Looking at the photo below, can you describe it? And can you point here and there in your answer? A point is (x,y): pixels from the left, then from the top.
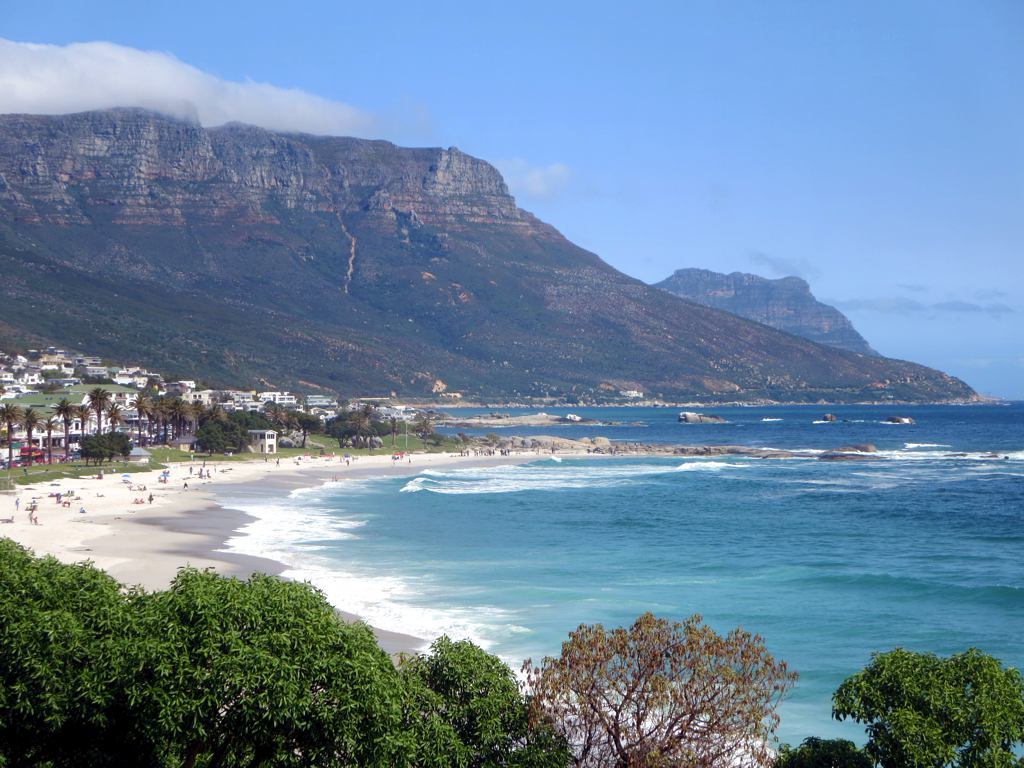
This picture might be taken on the sea shore (86,522). In this image from right side (903,746) to left side (164,729), we can see trees (878,726). On the left side (266,448), we can see group of people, trees (224,414), building (241,406), houses (37,398). In the background (746,537), we can see a water (728,506) in an ocean rock (550,447). At the top (693,81), we can see a sky (670,212), at the bottom (127,518), we can see a sand (99,532) and some stones (565,441).
